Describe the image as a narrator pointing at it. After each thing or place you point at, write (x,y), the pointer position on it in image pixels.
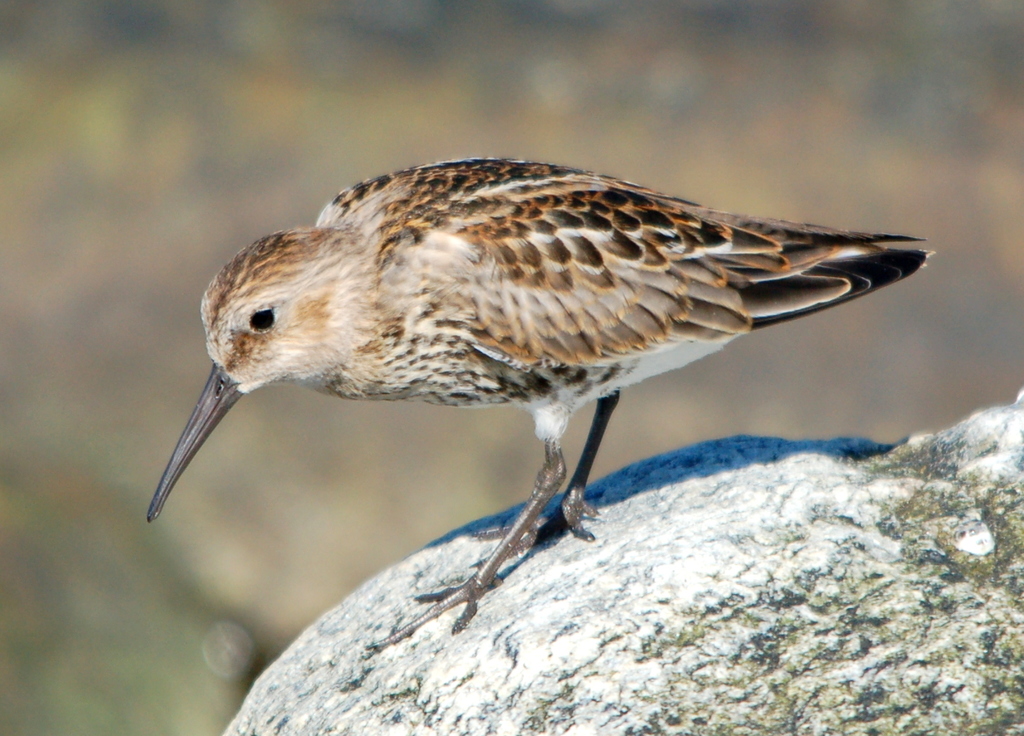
In this picture I can see a bird (590,534) standing on the rock (426,547), and there is blur background (60,123).
